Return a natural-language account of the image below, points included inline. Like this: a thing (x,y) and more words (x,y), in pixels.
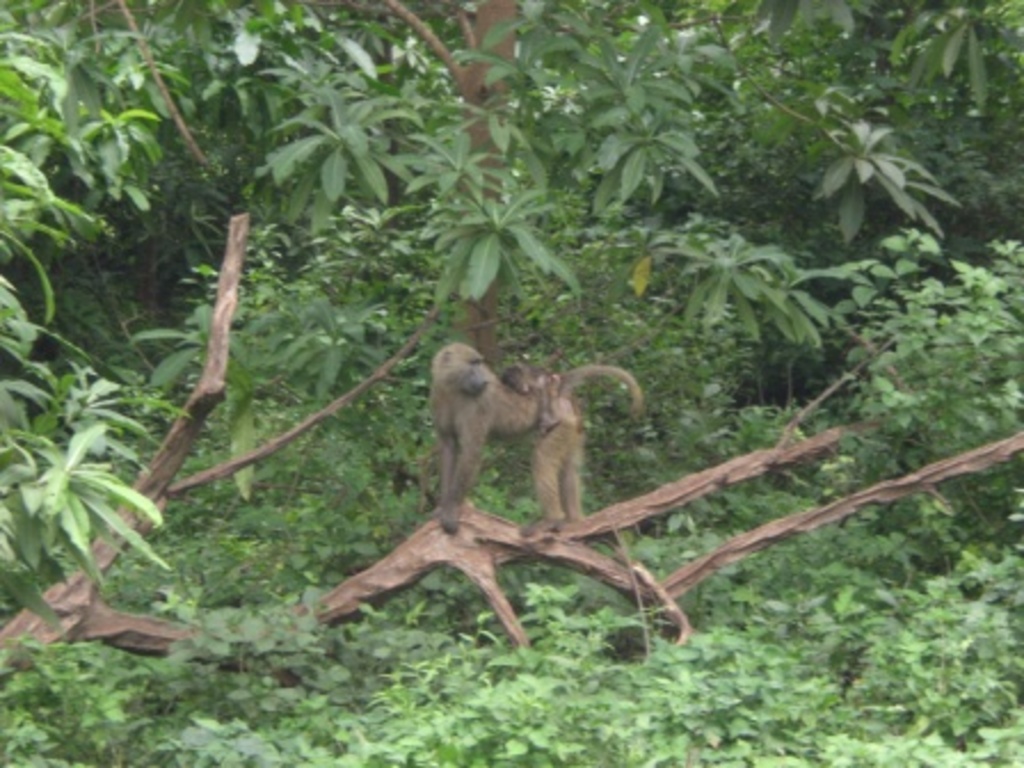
In this image I can see an animal (550,451) standing on the branch (531,546) of the tree (470,517). I can see one more small animal (515,383) on the animal (450,416). These are in brown color. In the back (392,262) I can see many trees (305,204).
